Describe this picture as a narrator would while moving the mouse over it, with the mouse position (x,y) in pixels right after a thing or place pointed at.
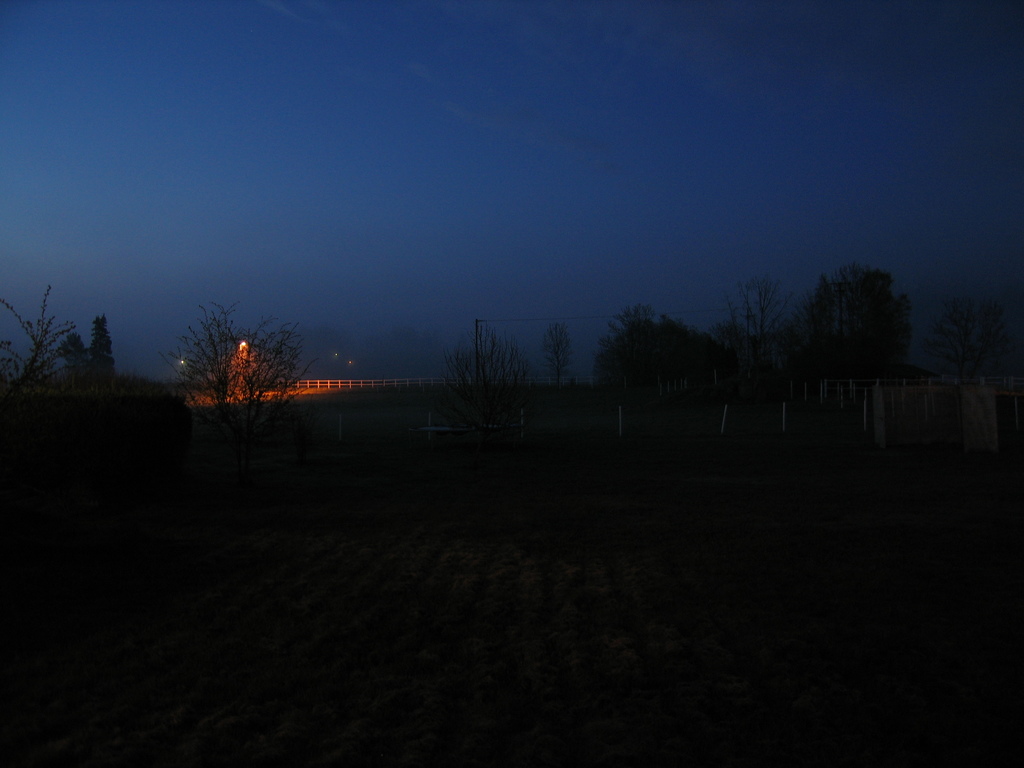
In this image I can see many trees (249,381), railing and the light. And there is a sky (414,113) in the back (414,113).
